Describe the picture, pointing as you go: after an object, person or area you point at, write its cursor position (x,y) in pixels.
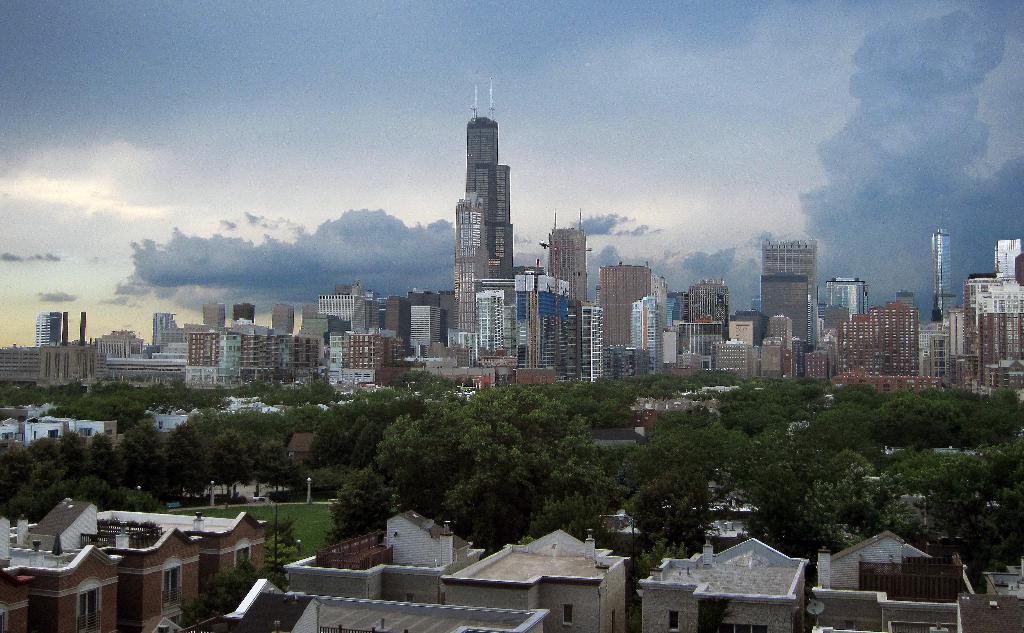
In this image there are buildings (480,250), trees (689,420), there is grass (312,526) on the ground (296,521) and the sky (775,146) is cloudy.
